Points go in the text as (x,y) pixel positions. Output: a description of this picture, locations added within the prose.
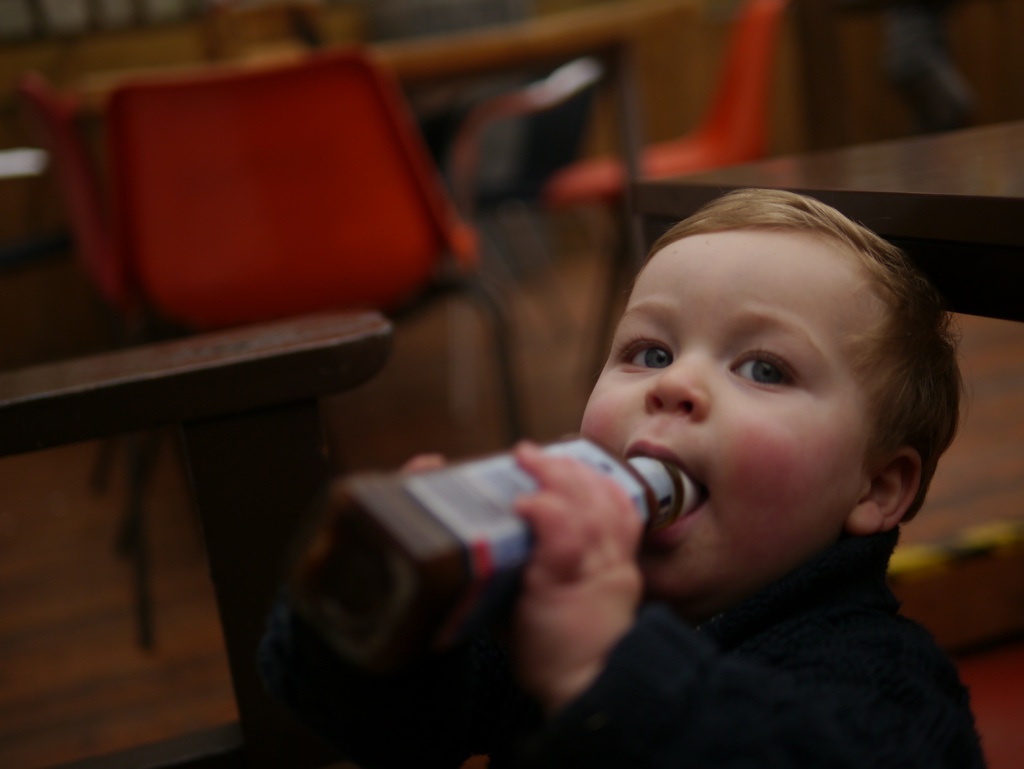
In this picture there is a boy (740,469) with dark blue sweatshirt (771,632) is holding the bottle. At the back (304,219) there are orange color chairs (349,185) and there are tables (903,211).
